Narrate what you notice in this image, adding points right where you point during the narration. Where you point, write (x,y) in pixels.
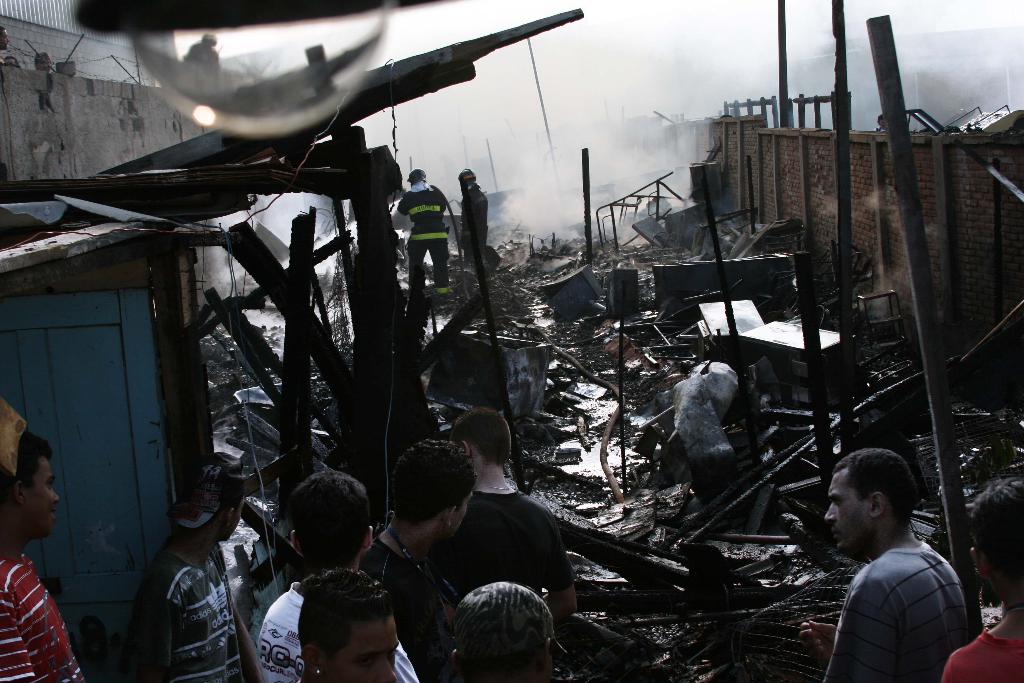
In the foreground of this picture (396,602), there are persons (367,604) standing and in the background (770,291), we can see the broken tables (737,325), and the damaged walls (744,186) and the smoke (505,181). On the top (233,37), there is a bulb (221,29).
